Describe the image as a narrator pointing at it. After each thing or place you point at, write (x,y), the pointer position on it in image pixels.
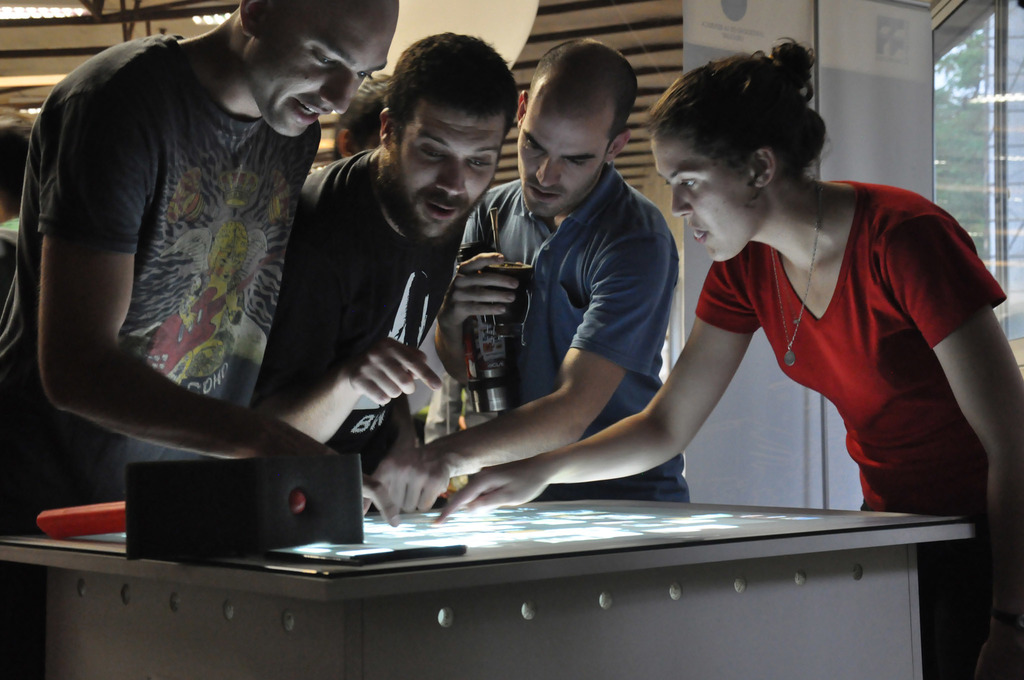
In this image I can see a group of people (494,145).
